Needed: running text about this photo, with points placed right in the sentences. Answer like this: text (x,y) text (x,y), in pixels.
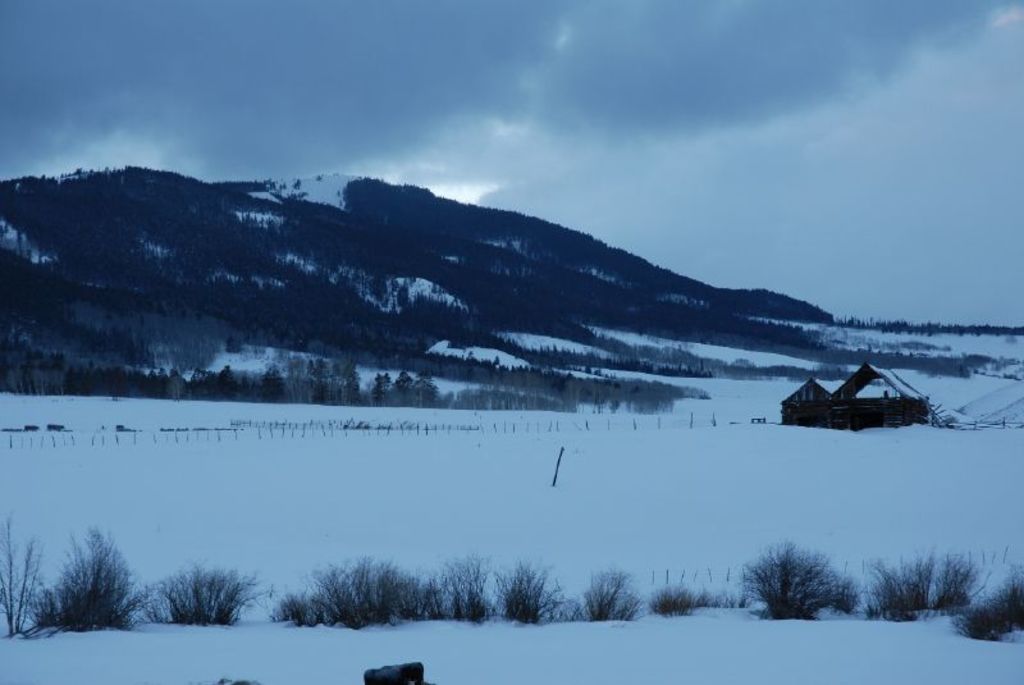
At the bottom of the picture (535,605), we see ice (571,633) and grass (467,585). On the right side (818,379), we see a wooden hut (826,399). There are trees (394,315) and hills (528,346) in the background (613,268). At the top (673,146), we see the sky (632,109).
